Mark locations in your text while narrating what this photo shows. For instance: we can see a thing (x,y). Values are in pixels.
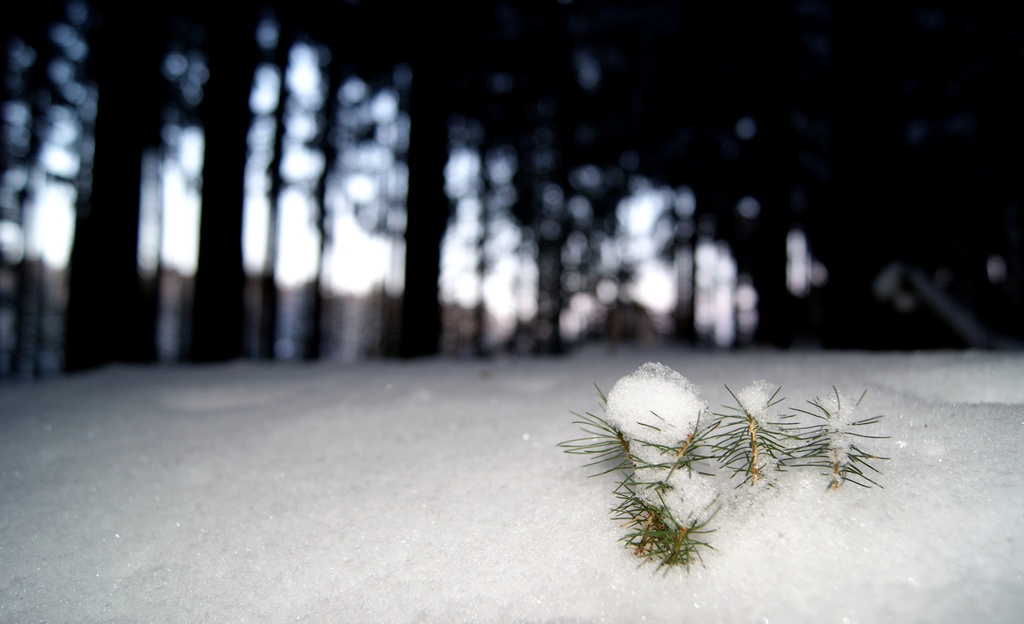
Front of the image we can see snow (608,521) and a small plant (693,432). Background (793,152) it is blurry and we can see trees (808,156).
